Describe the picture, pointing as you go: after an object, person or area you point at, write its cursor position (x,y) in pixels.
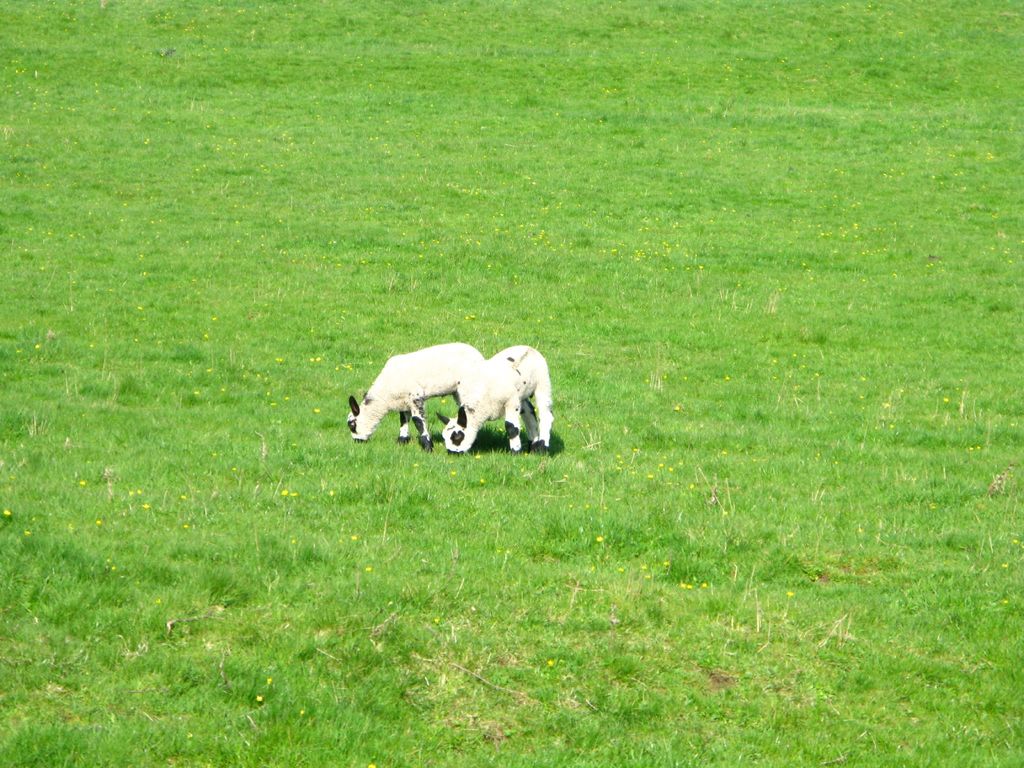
In this image I see 2 sheep (409,365) which are of white and black in color and I see the green grass (483,247).
